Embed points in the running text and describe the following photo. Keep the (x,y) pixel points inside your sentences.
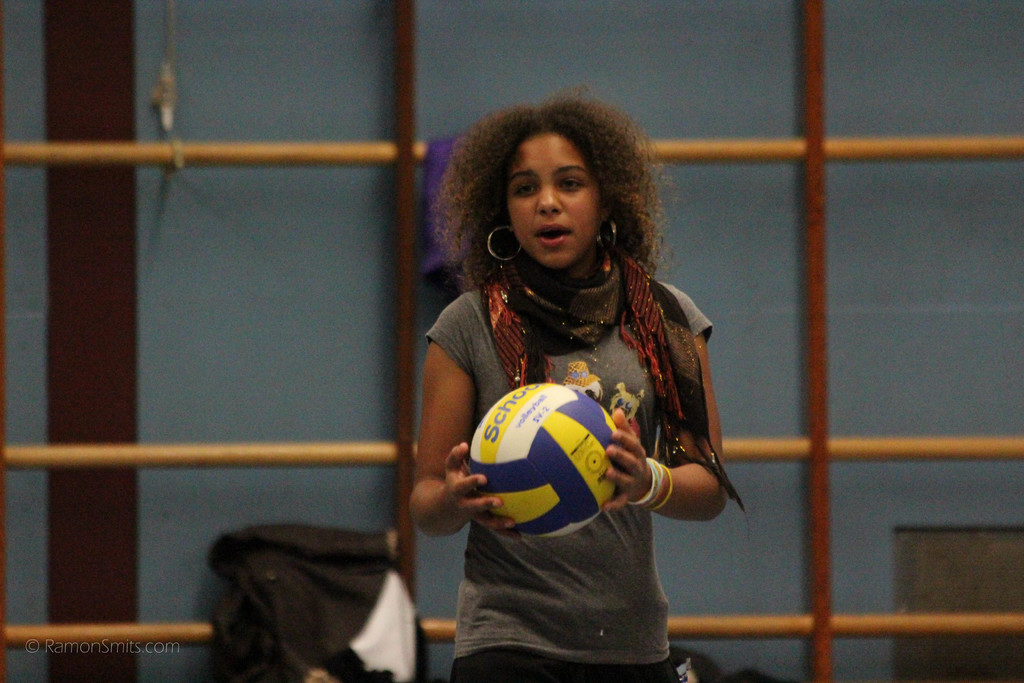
In this image, There is a person (573,244) wearing clothes (626,338) and holding a ball (557,480) with her hands (617,417). This person (454,456) is standing and there is a wall (291,335) behind this person (592,263). There is a bag (278,594) on the left of the image (278,607).
